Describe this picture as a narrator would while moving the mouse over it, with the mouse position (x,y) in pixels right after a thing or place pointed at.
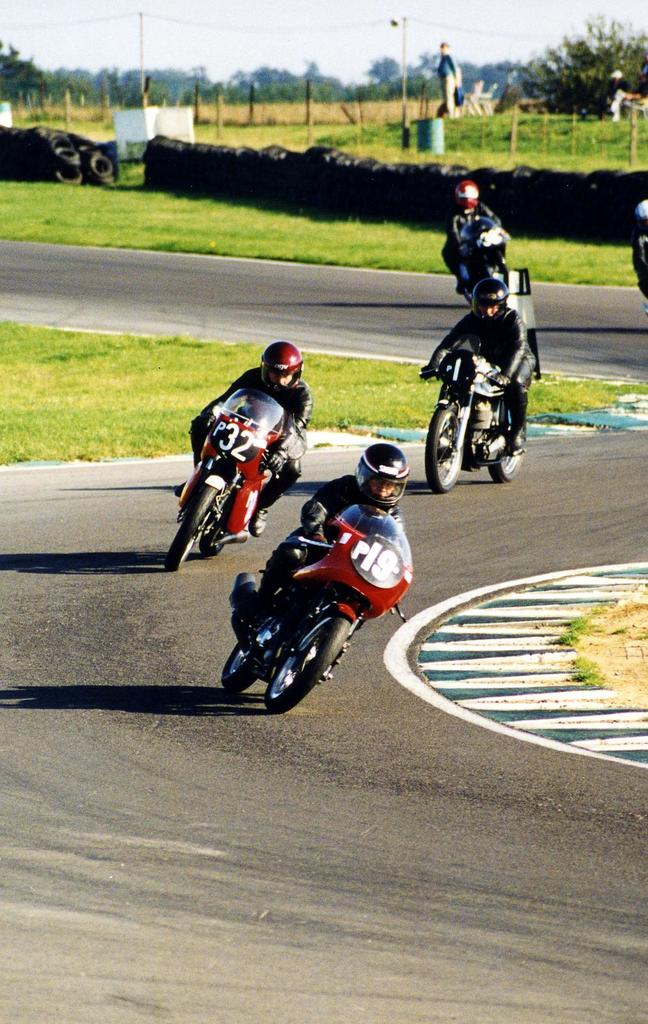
In this picture we can see some persons (471,187) on the bikes (349,518). This is road (244,941). Here we can see grass (107,369). On the background (210,101) there are trees (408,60) and this is sky (341,38).
